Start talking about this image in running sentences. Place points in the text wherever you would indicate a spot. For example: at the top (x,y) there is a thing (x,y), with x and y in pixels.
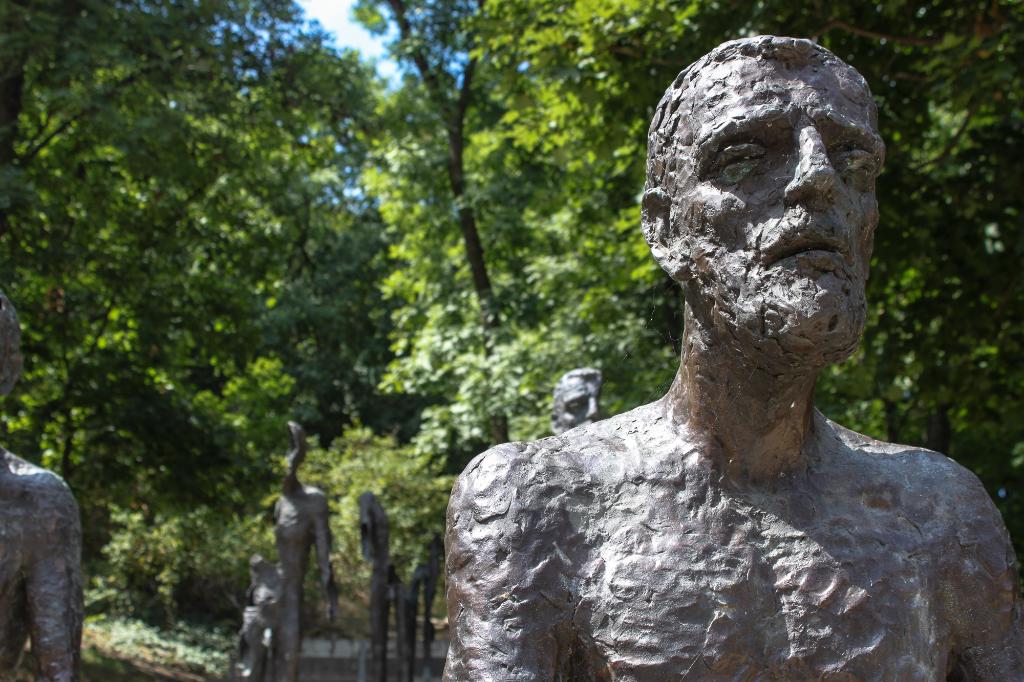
In this picture I can see number of sculptures (539,528) in front (50,583) and in the background (90,305) I can see number of trees (567,288) and few plants (363,448).
